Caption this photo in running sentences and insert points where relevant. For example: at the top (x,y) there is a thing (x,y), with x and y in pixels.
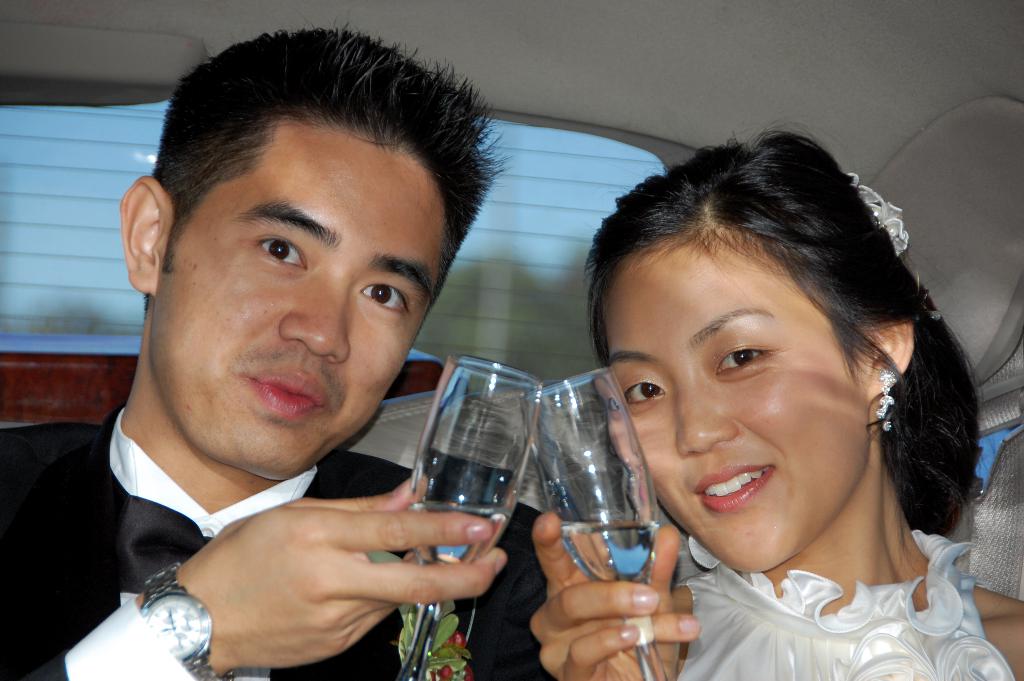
In this image we can see a couple (596,672) who are sitting inside a car (927,108) and they are holding a glass (563,411) of wine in their hand (663,579).
